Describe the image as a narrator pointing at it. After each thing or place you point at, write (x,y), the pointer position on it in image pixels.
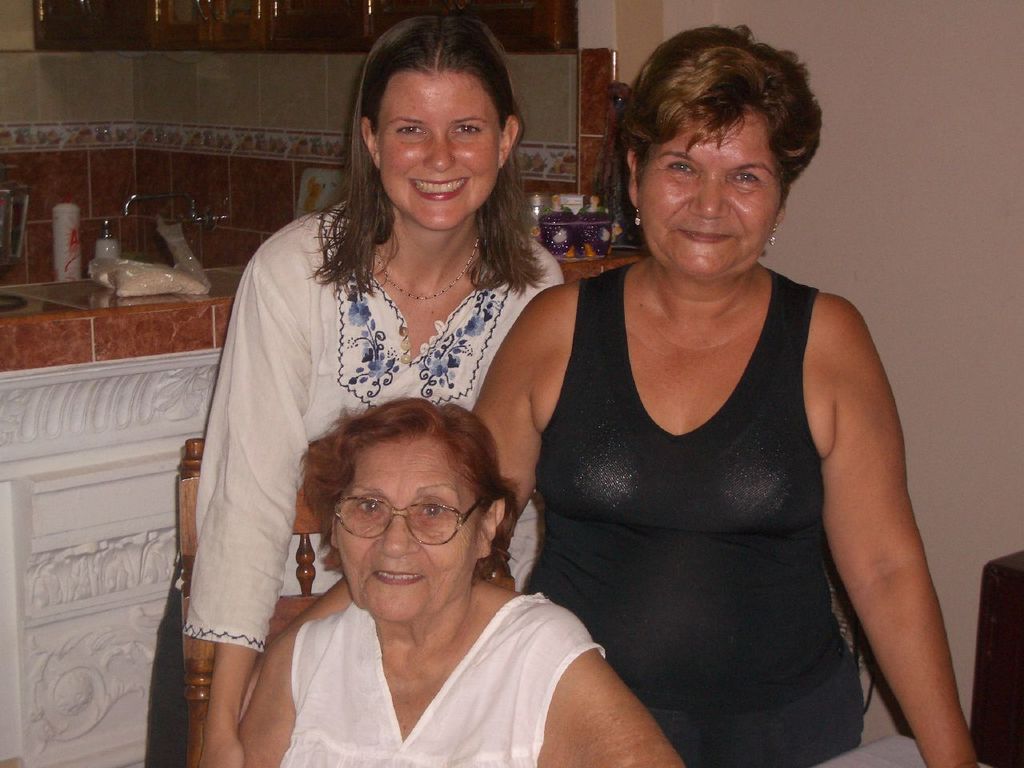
In this image we can see three ladies (515,437). One lady (445,506) is wearing specs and she is sitting on a chair (301,568). In the back (197,398) there is a platform (81,303) with some objects (130,291). Also we can see a wall (175,201) with a tap (134,198). And there are few other things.
